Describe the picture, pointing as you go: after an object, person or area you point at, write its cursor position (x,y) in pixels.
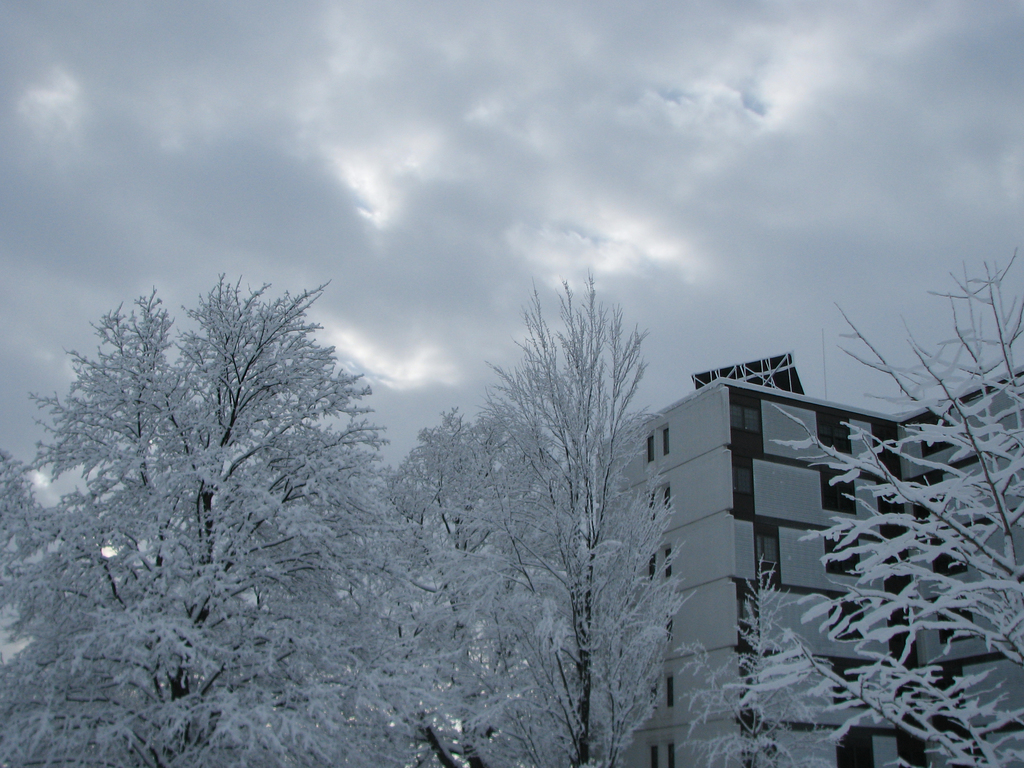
These are the trees (409,581) that are covered with the snow (532,495), in the right side (729,487) it's a building (755,542). At the top (575,148) it's a cloudy sky (575,148).
